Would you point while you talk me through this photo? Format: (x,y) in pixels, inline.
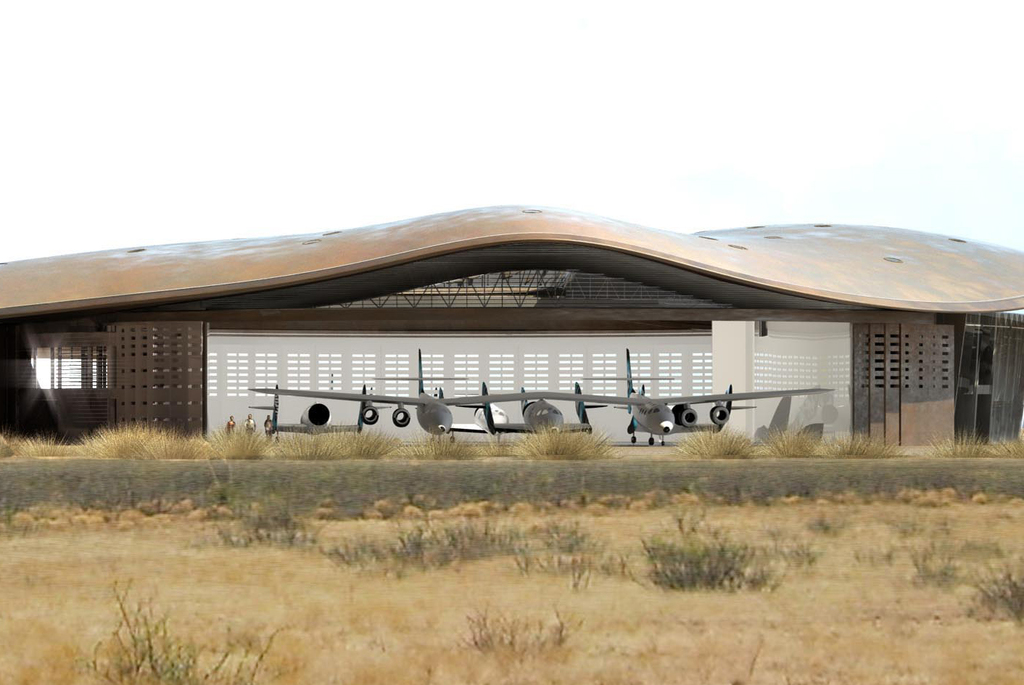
In this image we can see a building (473,349), in front of the building (430,387) we can see some airplanes (399,403), people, grass (282,438), plants (236,445) and stones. In the background (769,127), we can see the sky (772,115).
